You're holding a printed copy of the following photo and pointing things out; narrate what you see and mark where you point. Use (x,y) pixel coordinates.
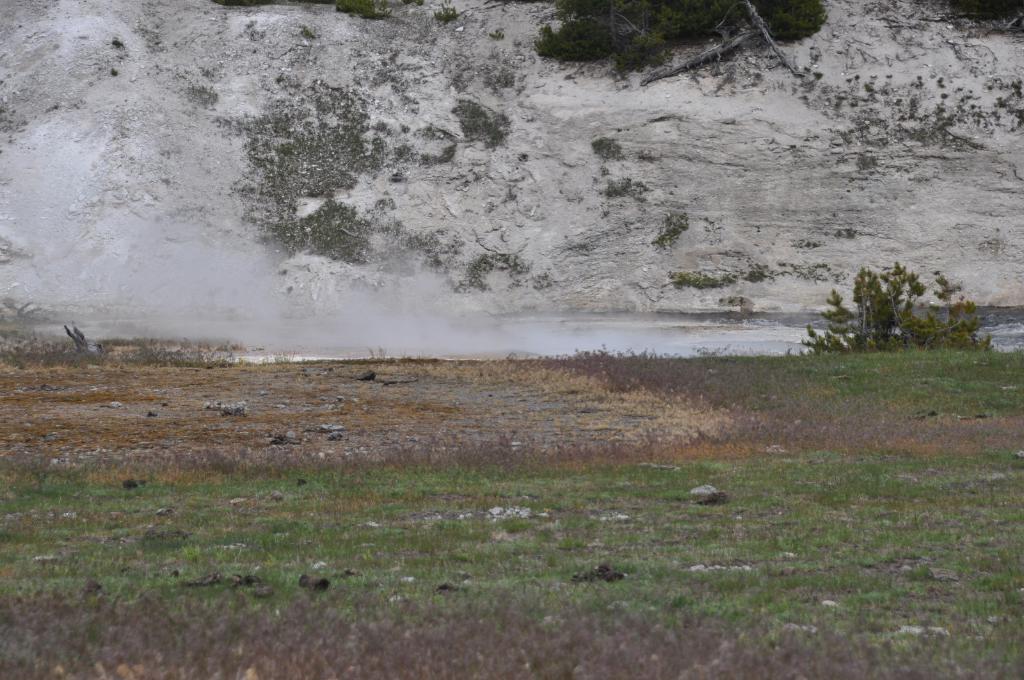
In the foreground (222,498) we can see the grass (782,509). Here we can see the stones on the ground (177,431). Here we can see the smoke (370,273). Here we can see small plants (961,301) on the right side (961,309). This is looking like a mountain (1006,58).
